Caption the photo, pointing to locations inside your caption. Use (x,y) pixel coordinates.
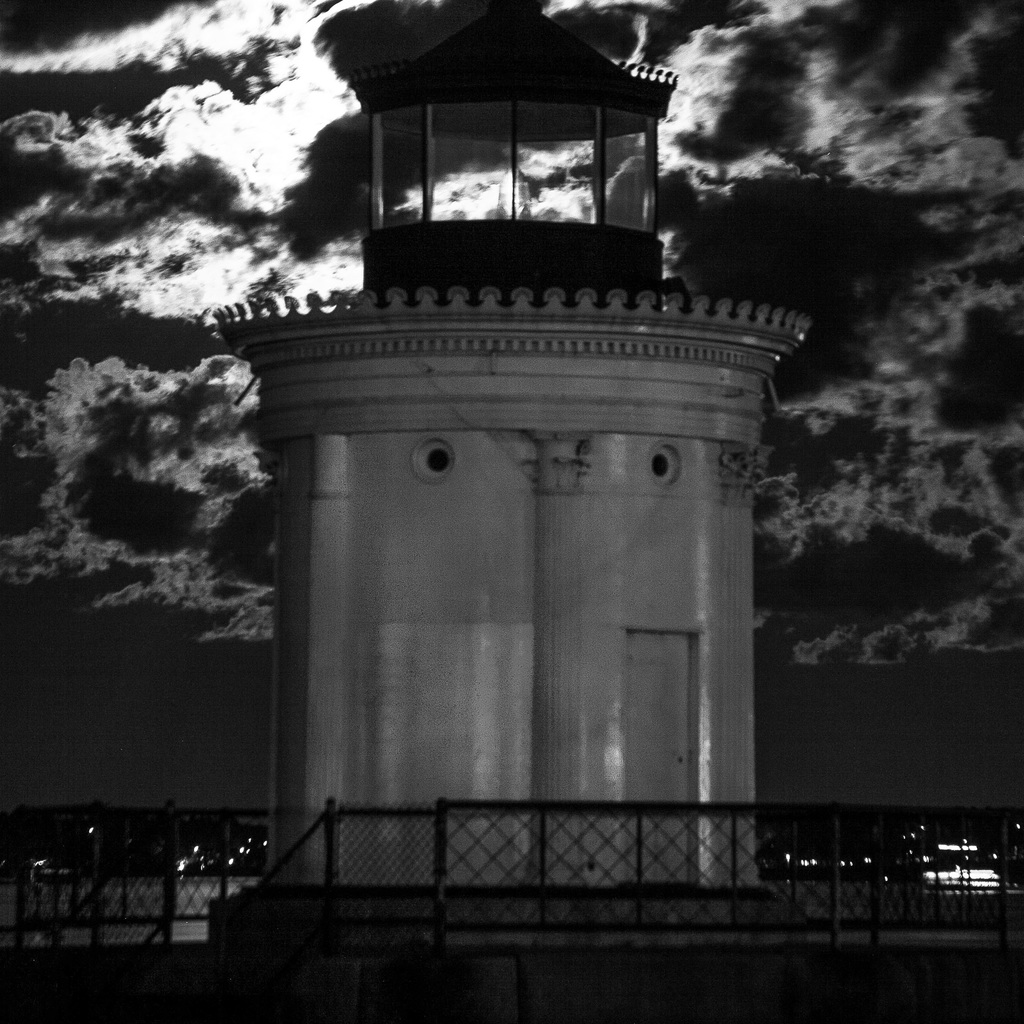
In this image we can see a tower (524,476), around the tower (469,787) there is a railing (794,881). In the background of the image (167,126) there is a sky (819,275).
